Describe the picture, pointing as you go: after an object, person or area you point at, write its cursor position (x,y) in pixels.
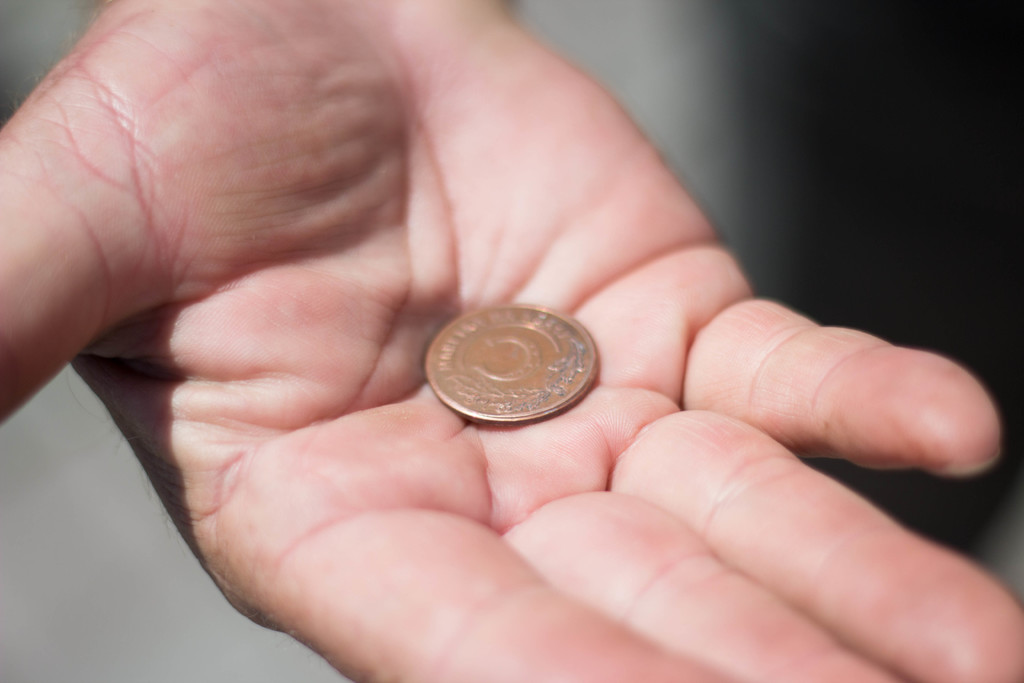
In this image there is a coin (492,378) on a person hand (408,320). Background (20,640) is blurry.
